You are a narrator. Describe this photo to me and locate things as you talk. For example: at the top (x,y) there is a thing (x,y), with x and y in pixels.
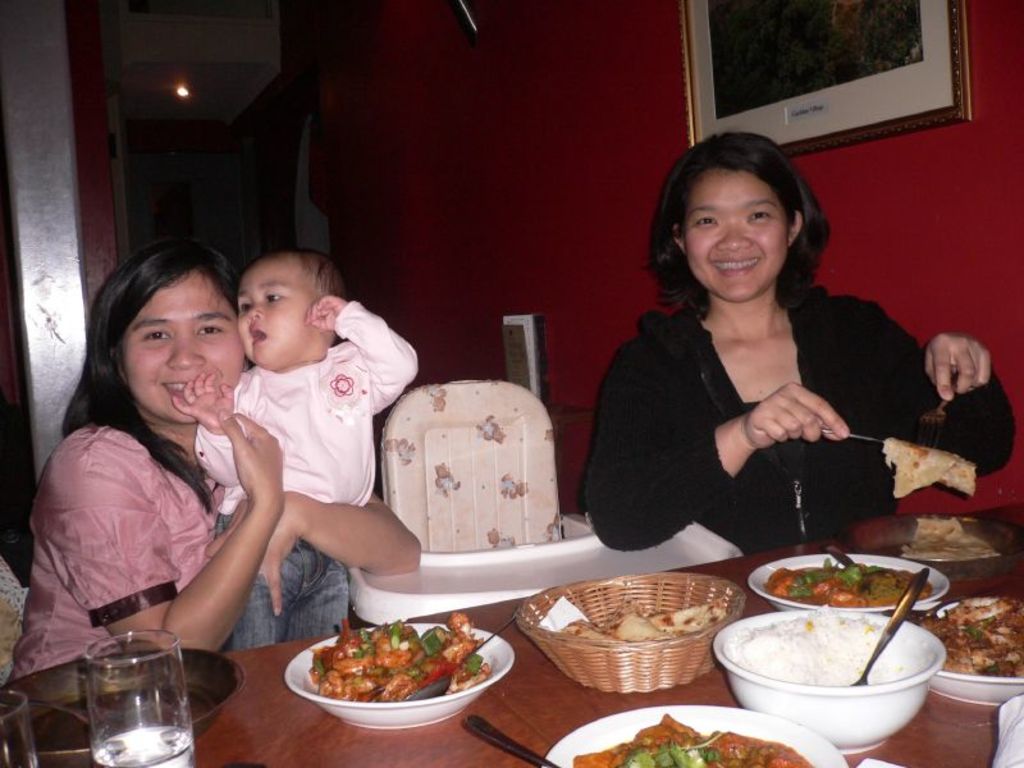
In this image two woman (95,298) are sitting before a table (265,689) having few bowls (381,702), plate (847,587), basket (688,650), glasses (157,721) are on it. Bowls (767,573) are having some food (818,645) and spoon (893,622) in it. Basket (668,672) is having some food (643,620) in it. A woman (750,388) wearing a black jacket (839,405) is holding some food (929,463) with spoon (849,434) and fork (920,444). A woman (95,591) is holding a baby (298,366) in her arms (245,571). A picture frame (843,118) is attached to the wall (868,197). A light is attached to the roof (204,98).
